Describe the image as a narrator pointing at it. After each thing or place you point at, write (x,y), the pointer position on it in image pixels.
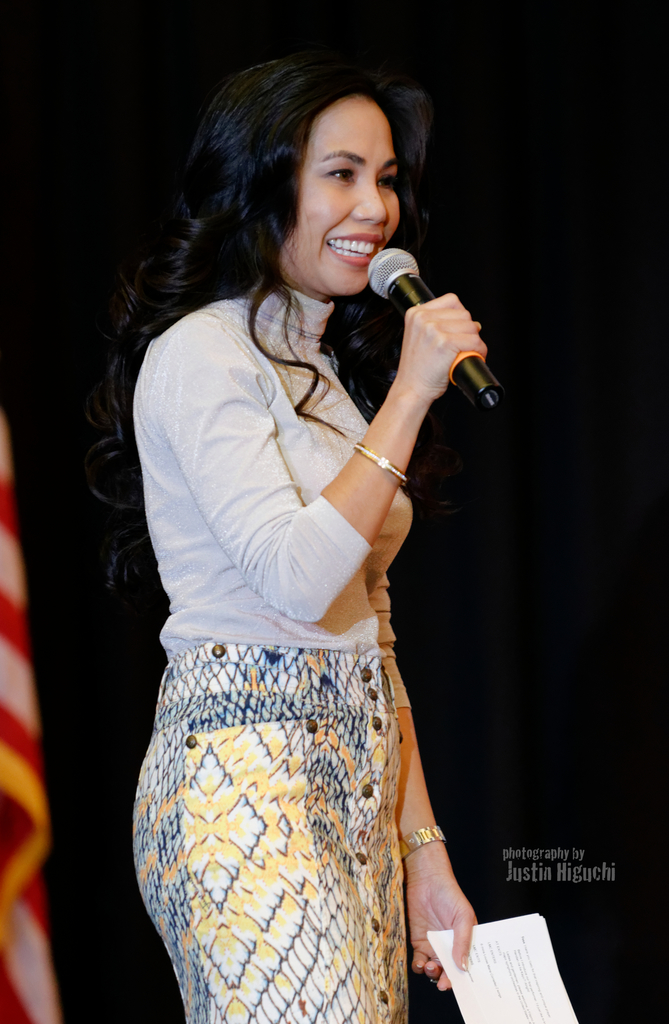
In this image I see a woman (200,1001) who is standing and holding a mic (388,277) and a paper (525,1019) in her hands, I can also see she is smiling and it is dark in the background (623,91).
